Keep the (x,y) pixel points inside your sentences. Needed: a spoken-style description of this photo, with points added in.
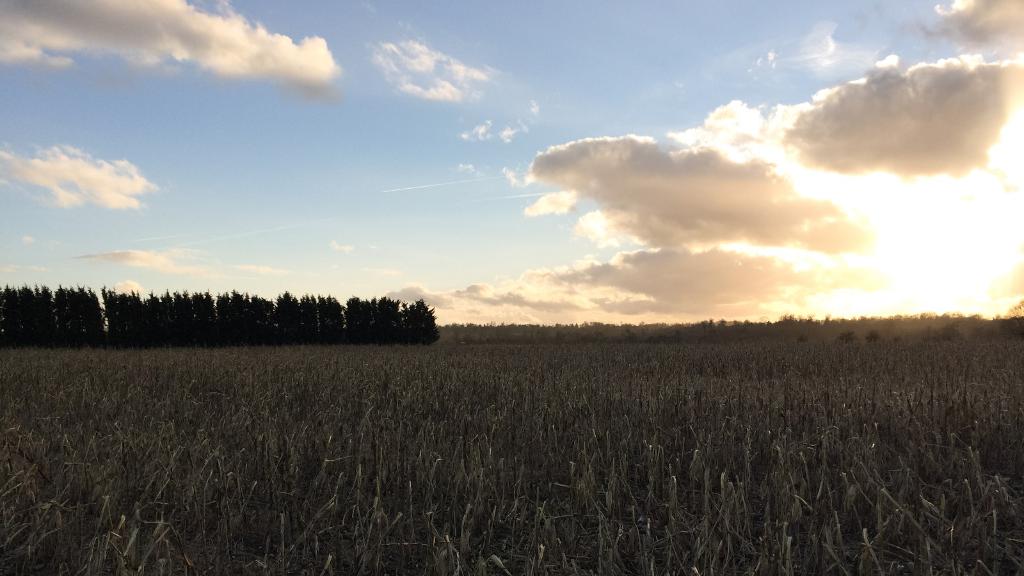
This is the grass (410,484). These are the trees (246,322). I can see the clouds (745,252) and the sun (903,240) in the sky (777,286).
